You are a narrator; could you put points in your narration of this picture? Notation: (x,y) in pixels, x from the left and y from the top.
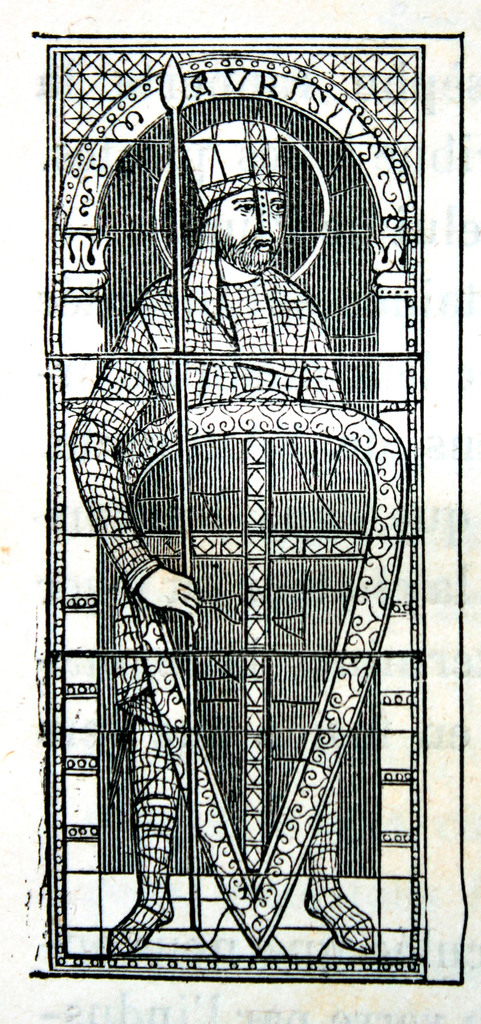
In this image, this looks like a drawing. I can see a person (200,326) standing and holding a war shield (222,555) and a weapon (187,718) in his hands (155,600). I think these are the letters (92,197).
